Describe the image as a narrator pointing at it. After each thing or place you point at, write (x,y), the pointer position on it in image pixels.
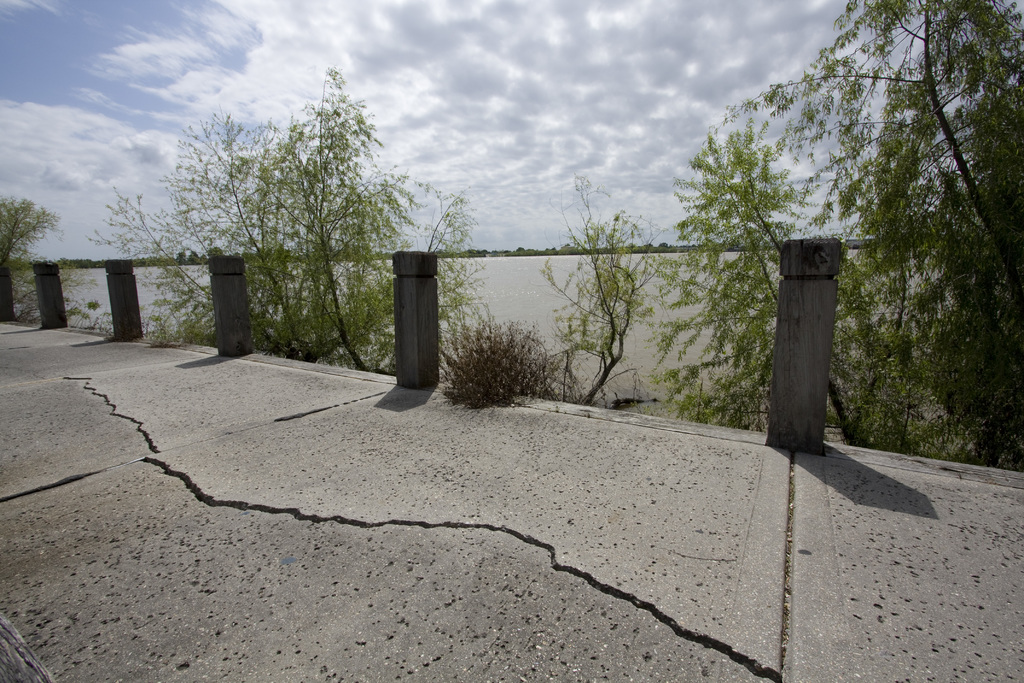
In this picture there is a pavement (857,623) and there are pillars (803,321) in the foreground (400,498). At the back (772,306) there are trees (935,256). At the top (427,74) there is sky (44,131) and there are clouds (656,141). In the middle (651,359) there is water (673,359).
